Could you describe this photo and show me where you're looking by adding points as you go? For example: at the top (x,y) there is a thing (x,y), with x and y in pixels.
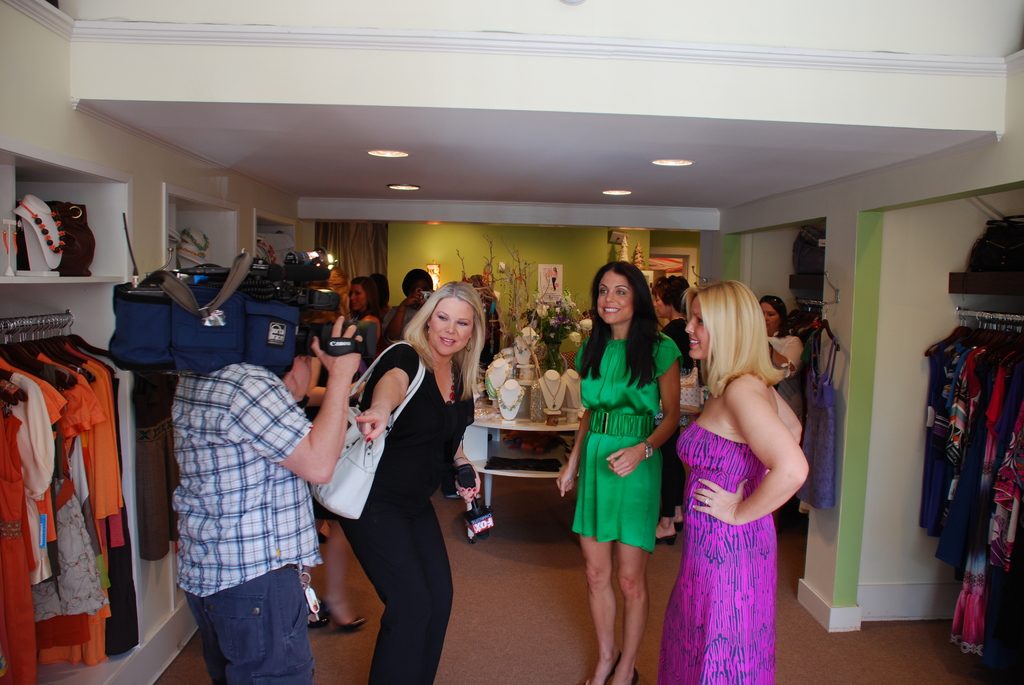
In the picture I can see a person (200,545) wearing shirt (213,483) is holding a camera (165,348) on his Shoulders (268,385), we can see this woman (406,469) wearing black dress (408,536) and carrying a handbag (343,493) is holding a mic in her hand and standing. Here we can see this woman (597,475) wearing green dress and this woman (722,553) wearing purple dress (684,576) are standing on the floor (560,608). On the either side of the image we can see dresses (61,426) hanged to the shelf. In the background (500,358), we can see jewelry sets (554,389) are displayed on the table (507,425), we can see flower vase (548,350), a few more people (778,334) standing and the wall (583,289) to which we can see the photo frames (554,292) are attached. Here we can see the curtains (363,263).
